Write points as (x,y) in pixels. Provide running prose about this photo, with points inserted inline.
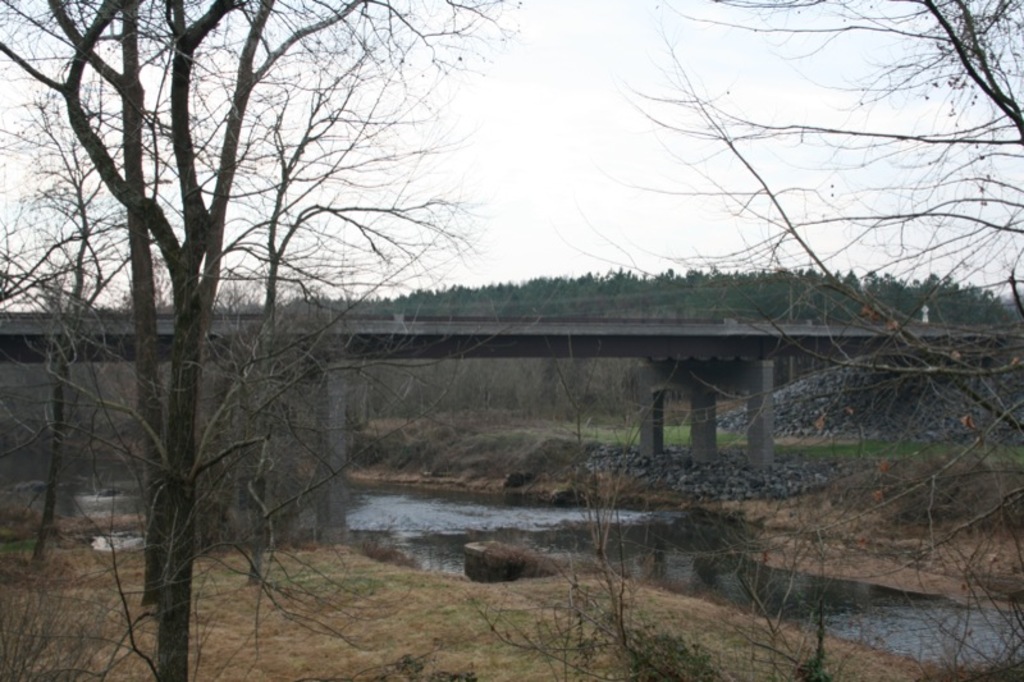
In this image we can see bridge (10,335), trees (140,260), plants (10,547), water (616,536) and we can also see the sky (530,142).
